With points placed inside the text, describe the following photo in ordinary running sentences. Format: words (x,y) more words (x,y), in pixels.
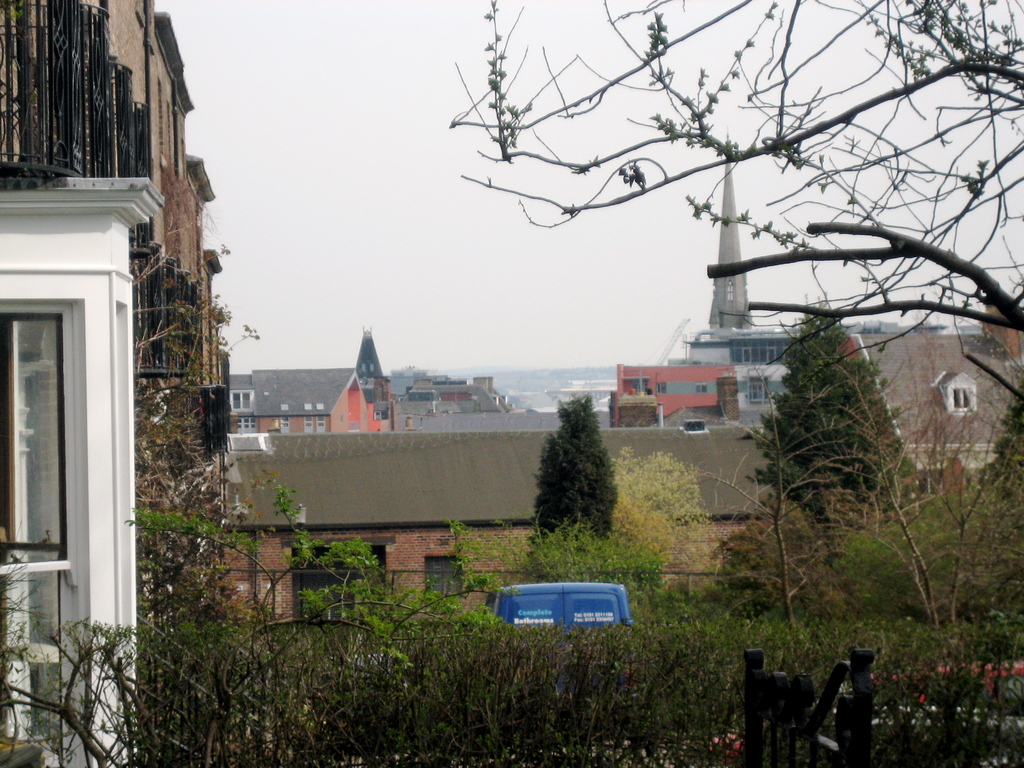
In this picture we can see vehicles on the ground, here we can see a fence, buildings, trees (495,720) and we can see sky (422,328) in the background (595,299).
